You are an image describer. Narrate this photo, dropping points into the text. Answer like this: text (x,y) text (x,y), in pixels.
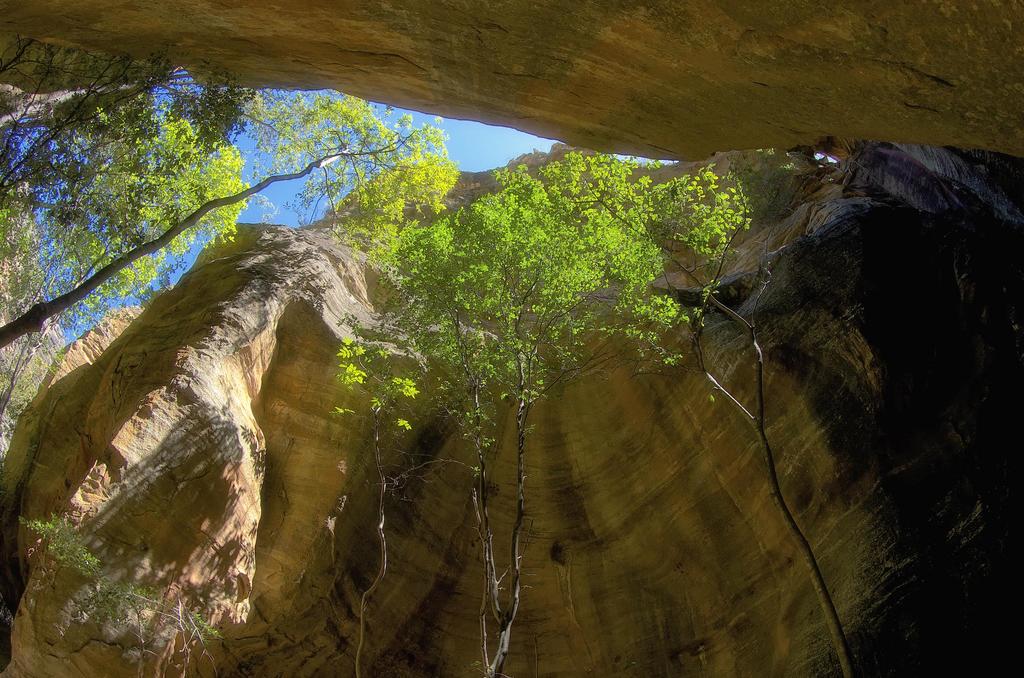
In this picture we can see the view of trees (467,305) & mountain caves (305,474) from the bottom. At the top (490,160) the sky (493,144) is blue.
